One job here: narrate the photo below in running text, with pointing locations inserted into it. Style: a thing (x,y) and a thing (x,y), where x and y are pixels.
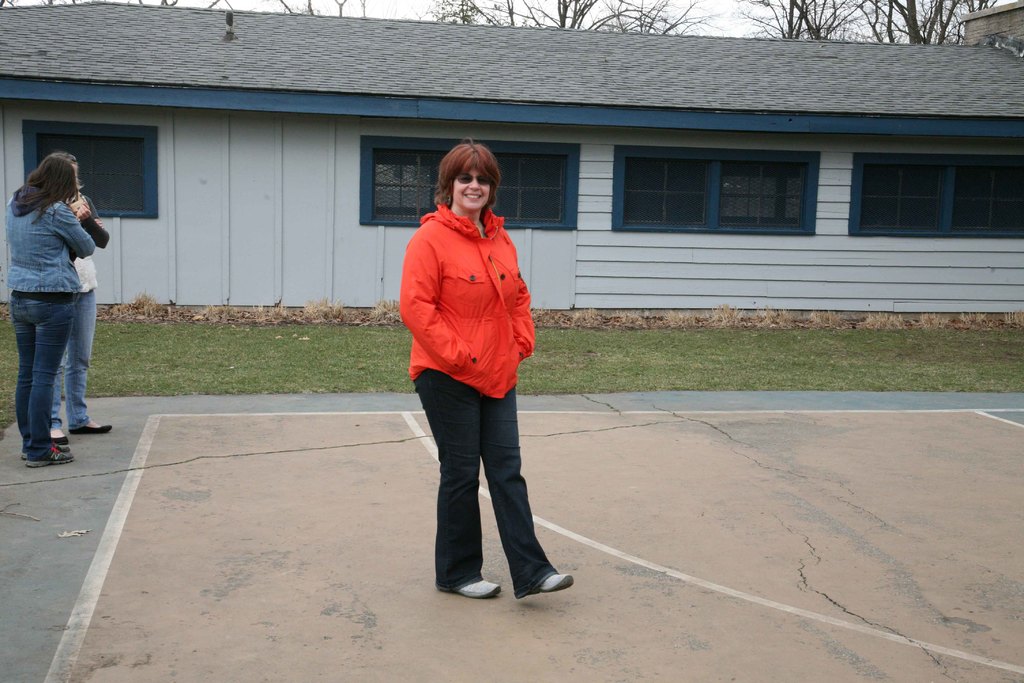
On the left side (92,219), there are two persons (91,234) on a court (72,505). In the middle of this image (493,279), there is a woman (493,246) in orange color shirt (419,266), walking on the court (488,552). Beside this court (457,633), there is grass (269,365) on the ground (127,350). In the background (165,249), there is a building (700,77) having roof (624,38) and windows (924,207), there are trees (628,23) and there is sky (373,1).
